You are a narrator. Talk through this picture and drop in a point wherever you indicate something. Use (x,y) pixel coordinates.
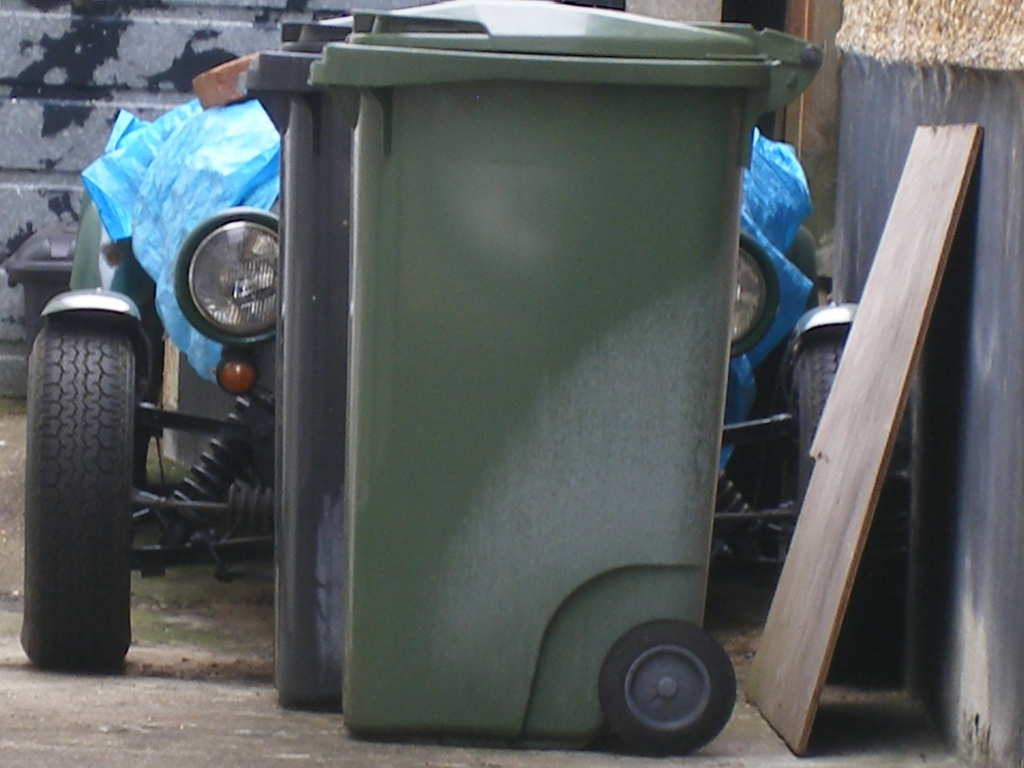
There is a dustbin (500,215) in the middle of this image (447,465), and there is a vehicle (249,318) present behind to this dustbin (370,300), and there is a wall (1003,101) in the background (907,128). There is a wooden object (862,435) present on the right side of this image (861,417).
